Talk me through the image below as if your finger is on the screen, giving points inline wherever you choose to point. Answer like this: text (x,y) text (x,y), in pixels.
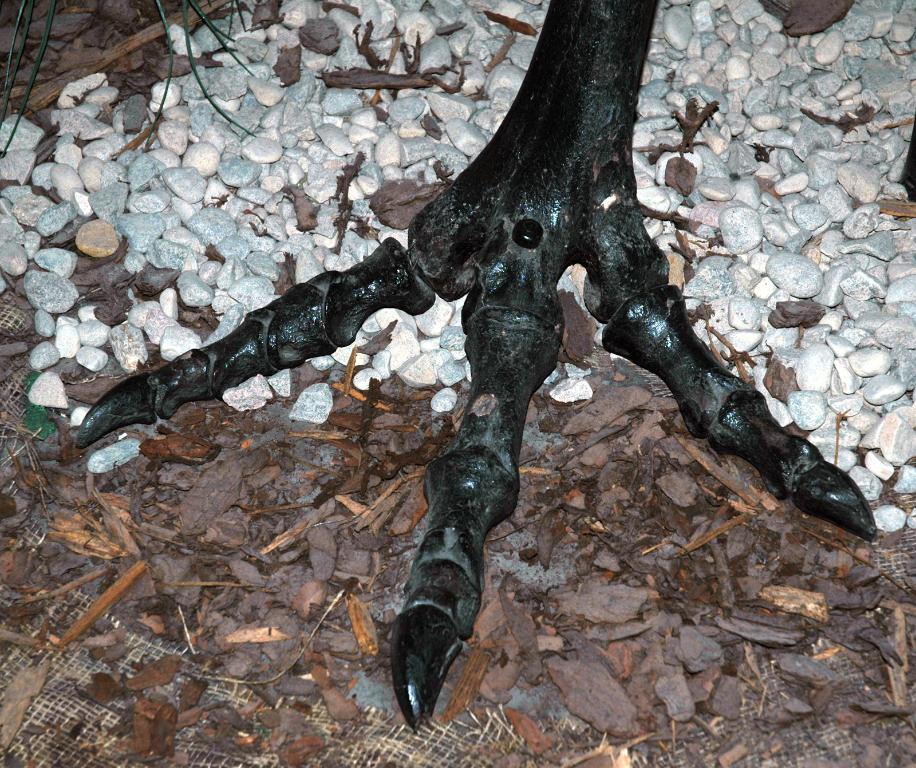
This picture shows a dinosaur foot (420,283) and we see stones (911,260) and few wood pieces (137,532) and a plant (10,59) on the ground (174,112).
